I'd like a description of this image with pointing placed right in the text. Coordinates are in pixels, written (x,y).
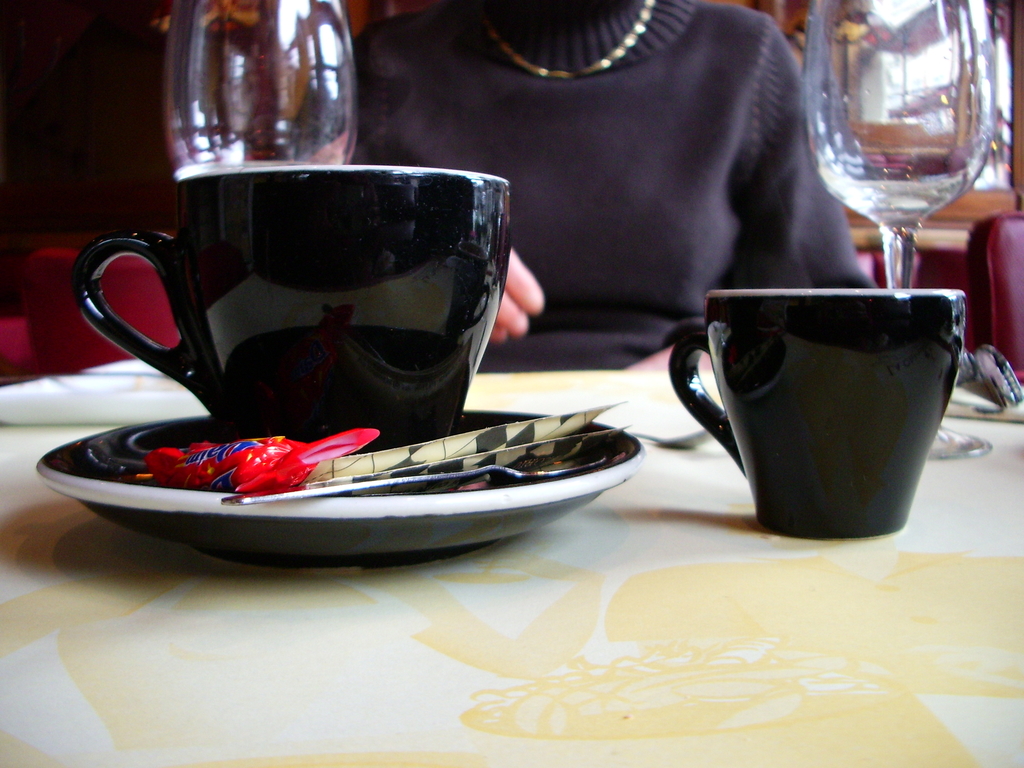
In this image I can see a cup (377,301), glass (262,84) on the table (664,577) and in-front of it a person (632,304) is sitting.
